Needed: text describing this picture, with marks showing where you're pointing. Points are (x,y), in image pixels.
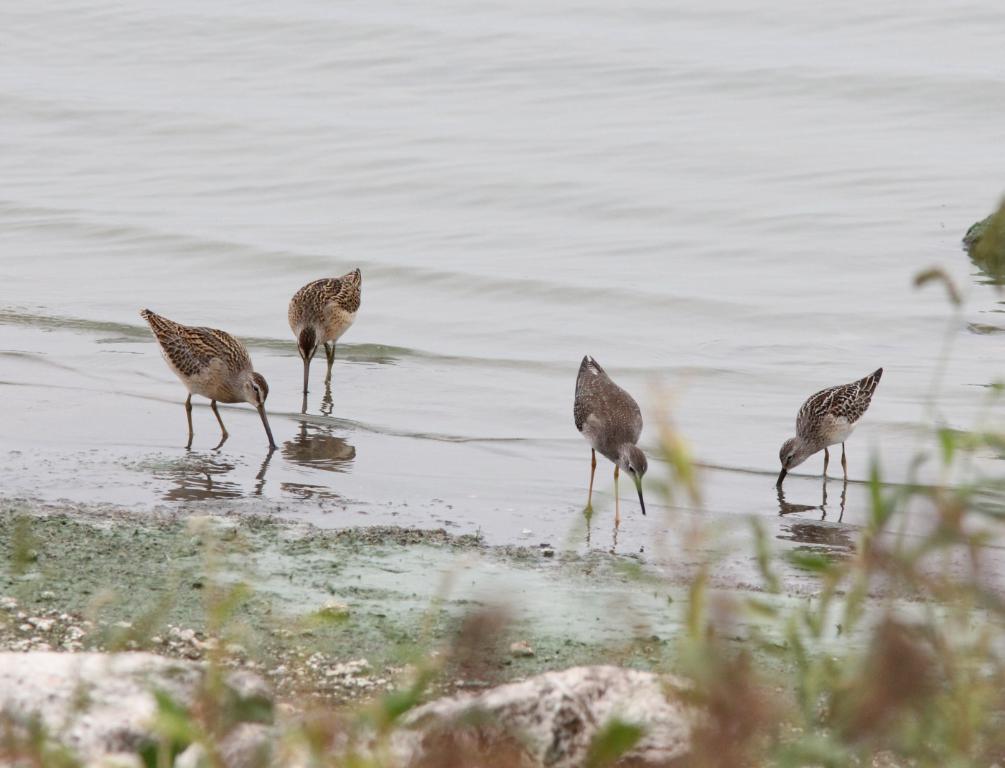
In this image we can see there are birds (316,330) on the ground (621,647) and there are plants (798,699), water (459,215) and stones (351,673).
